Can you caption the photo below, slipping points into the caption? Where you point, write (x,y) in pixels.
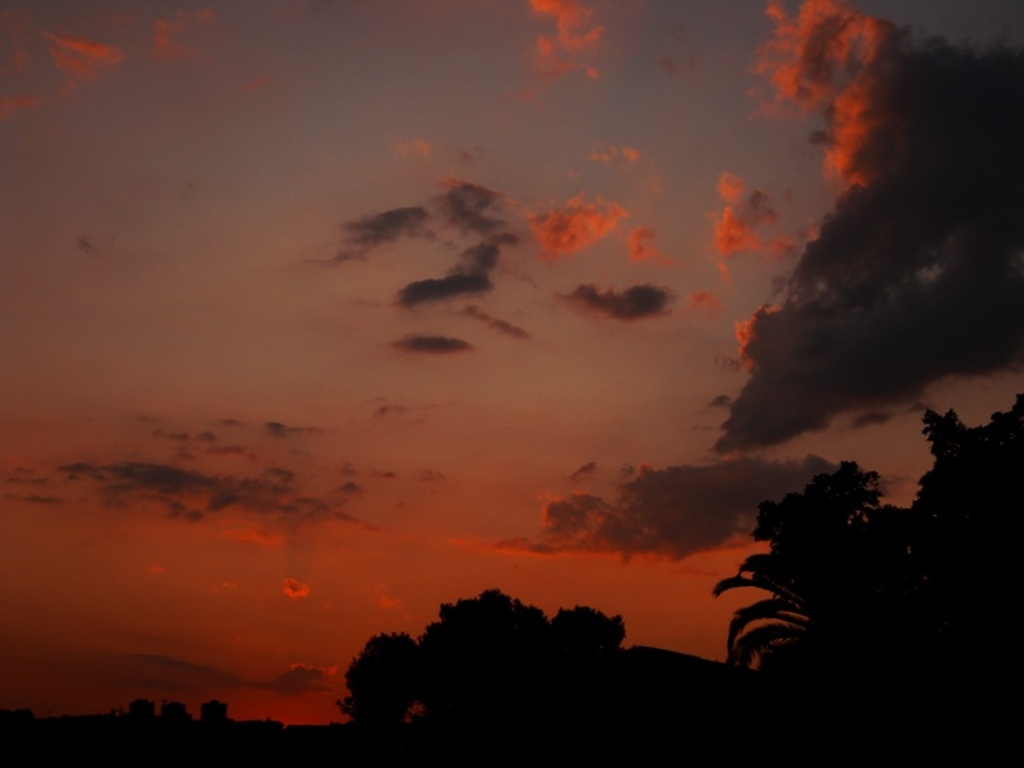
In this image I can see many trees (617,653). In the background (404,444) there are clouds (563,232) and the sky (388,461). I can see some clouds (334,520) are in orange color.
